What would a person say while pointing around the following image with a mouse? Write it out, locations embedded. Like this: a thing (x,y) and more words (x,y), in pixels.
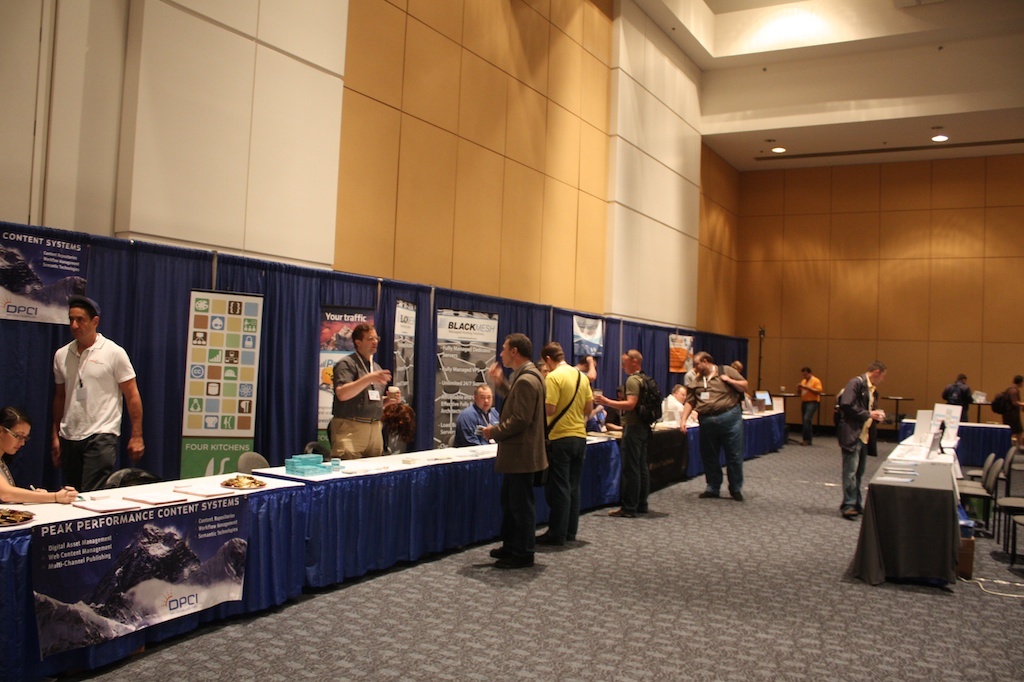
There is a big hall (797,80) in which there is a wall (339,66) in the background (394,193) and the lights (782,150) at the top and there is a table (409,465) in the bottom (448,465). There are curtains (300,333), posters (357,317) to the wall (892,394). There are people (689,411) who are standing and looking at the posters (456,347), there are chairs (982,472) and mic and there is man (372,381) who is explaining to others.
